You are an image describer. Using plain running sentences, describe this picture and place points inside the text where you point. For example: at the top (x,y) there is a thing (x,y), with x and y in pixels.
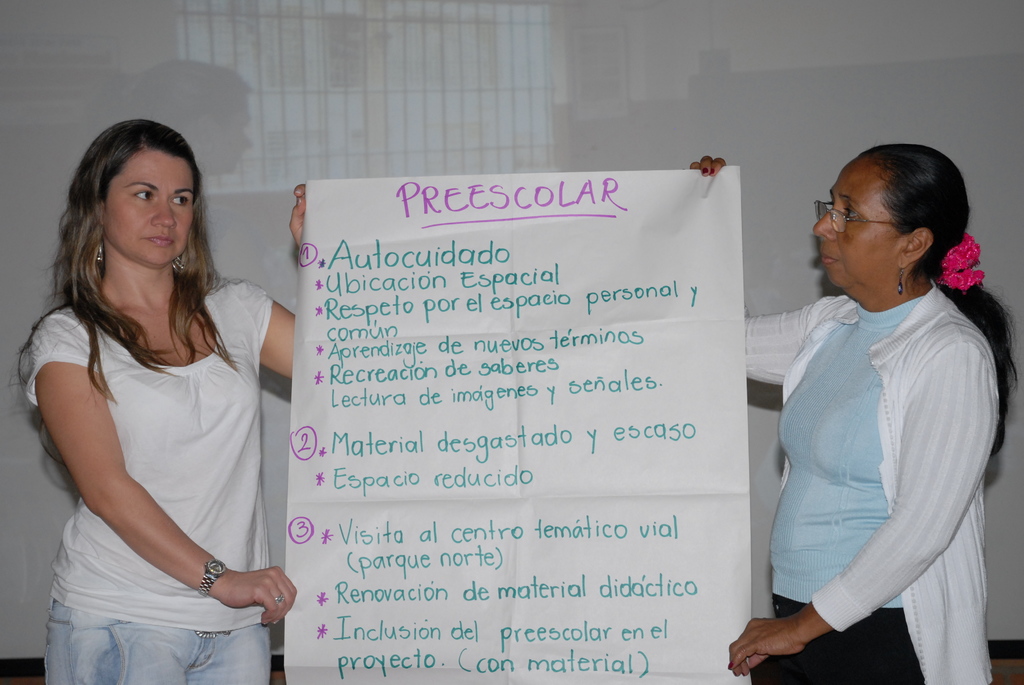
There are two women (795,381) standing and holding a chart (310,593) with their hands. I can see the letters (463,633) written on the chart (591,224). This looks like a whiteboard (581,67).
